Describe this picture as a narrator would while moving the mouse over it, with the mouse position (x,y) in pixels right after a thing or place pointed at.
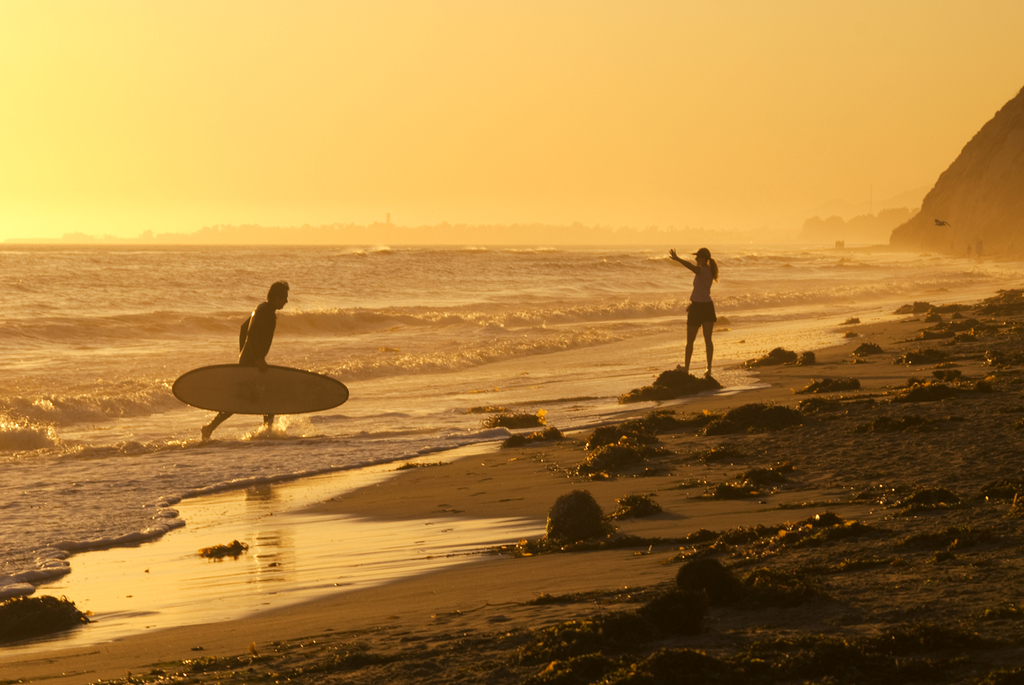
In this image we can see a man (248,342) holding a surfing board (246,400) and walking. Also there is another person (698,292) wearing a cap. And they both are on a sea shore (507,429). In the background (336,291) there is water (423,291) and sky (334,85). On the right side (967,169) there is a hill (964,220).
